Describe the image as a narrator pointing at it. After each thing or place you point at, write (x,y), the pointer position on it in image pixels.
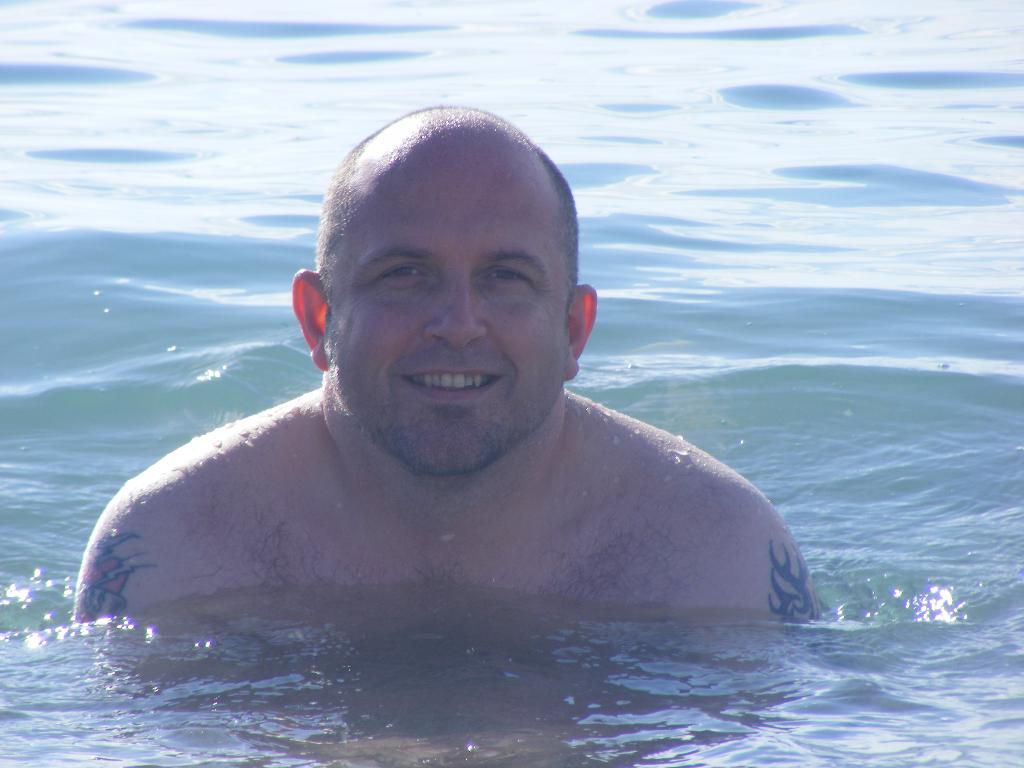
In this image I can see water (16,86) and it I can see a man (198,579). I can also see smile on his face (387,398) and on his body (716,577) I can see few tattoos (807,594).
